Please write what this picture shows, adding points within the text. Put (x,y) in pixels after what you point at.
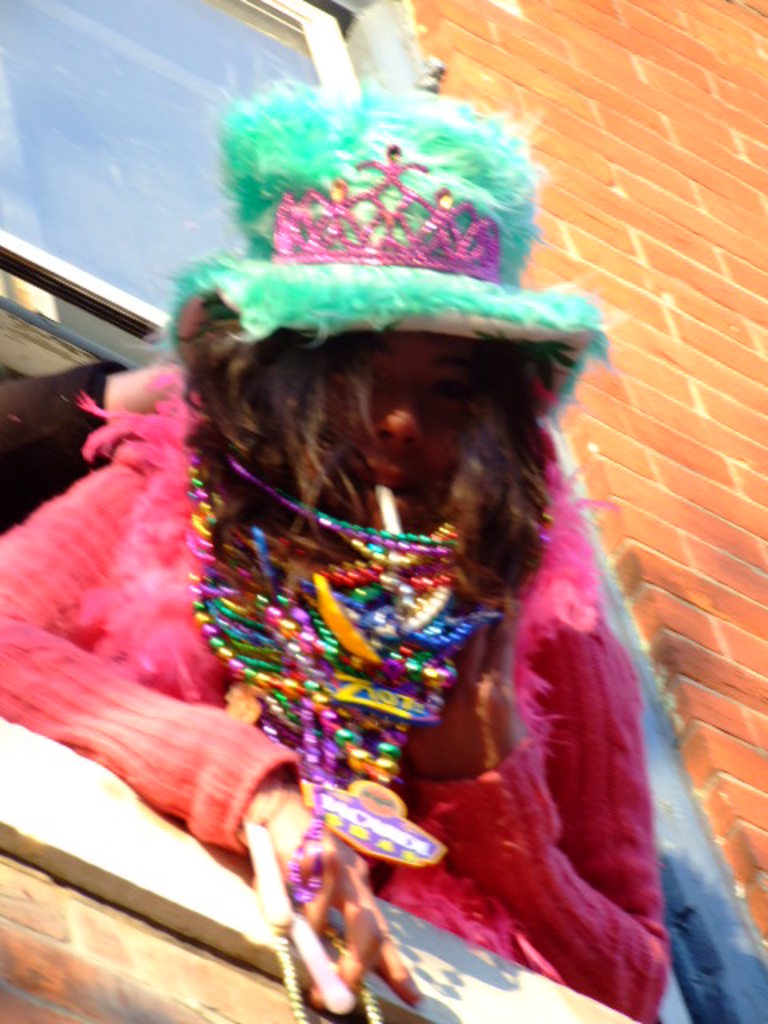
This image consists of a woman (333,577) wearing a pink jacket (16,596) and a green hat (394,202). In the background (47,142), we can see a window (106,275) and a wall (553,67).
